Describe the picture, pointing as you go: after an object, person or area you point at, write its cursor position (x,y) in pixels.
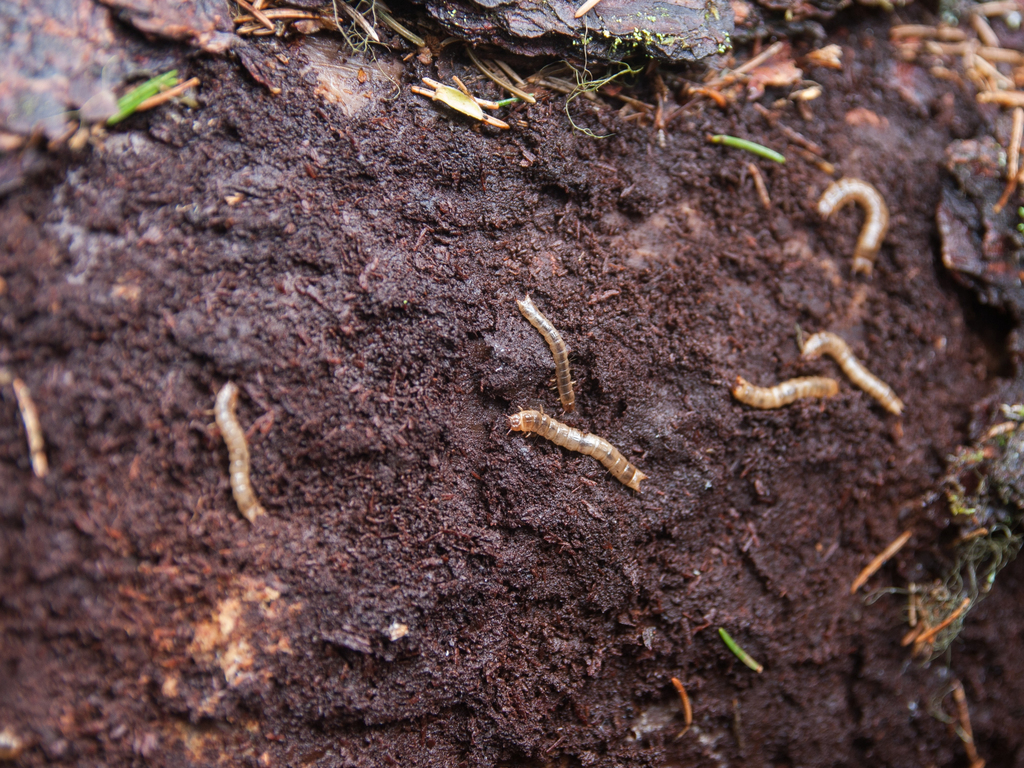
It seems to be the soil (391,440). On this there are many worms (821,393).
